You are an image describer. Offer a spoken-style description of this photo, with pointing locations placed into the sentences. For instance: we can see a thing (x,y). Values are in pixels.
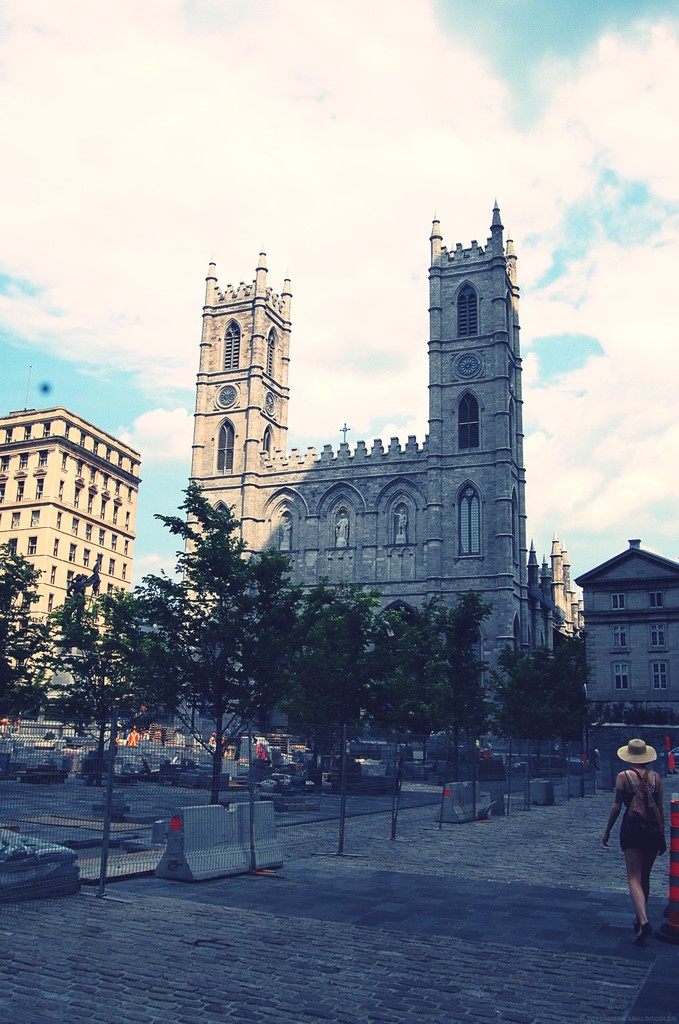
In this image we can see a person (653,830) wearing a hat (646,753) and carrying bag (639,792) is standing on the ground (647,961). In the center of the image (449,618) we can see a group of trees (540,721) and barricades (191,832). In the background (39,500), we can see a group of buildings (333,530) with windows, towers (494,281) and the cloudy sky (582,546).
